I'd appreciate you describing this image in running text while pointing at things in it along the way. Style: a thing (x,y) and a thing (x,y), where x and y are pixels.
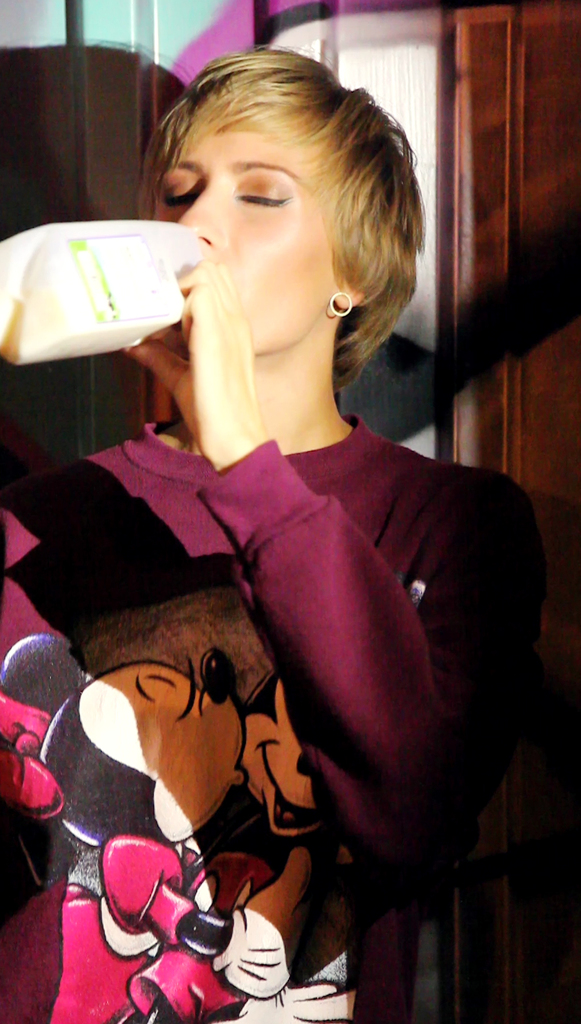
In the picture we can see a woman (246,657) standing near the wall (84,396) and drinking something with the bottle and she is in a dark pink T-shirt (355,882) and some cartoon paintings (340,878) on it and she is with short hair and behind her we can also see a door (487,101).
